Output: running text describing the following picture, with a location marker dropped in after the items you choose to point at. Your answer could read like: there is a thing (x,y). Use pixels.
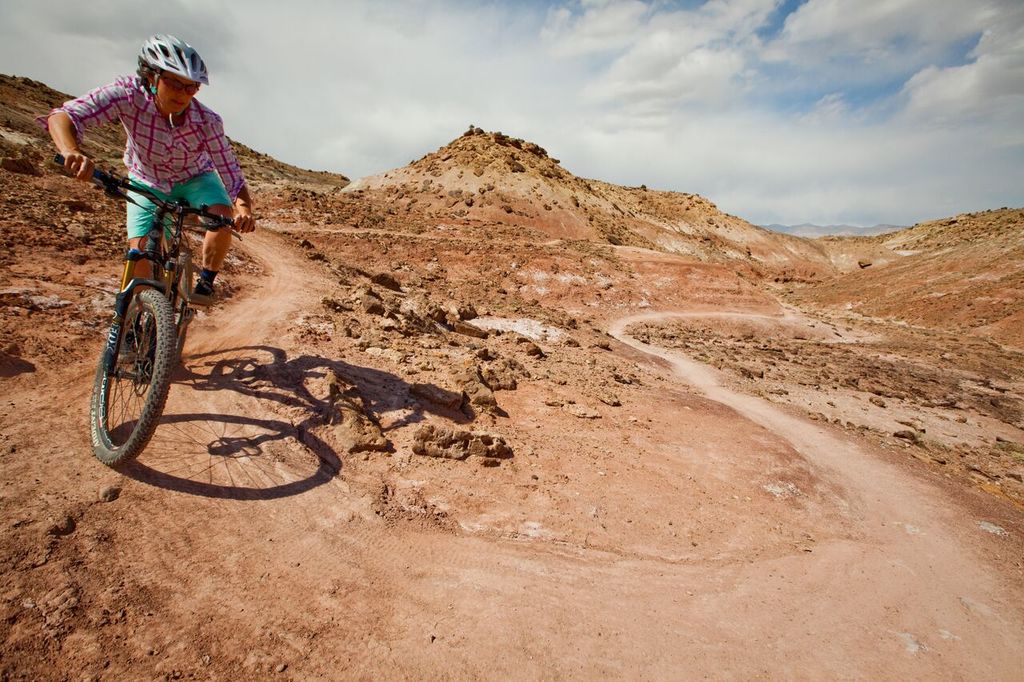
In this image, we can see a person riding a bicycle (100,433). We can see the ground (557,451) and some hills (1008,276). We can see some mud rocks (475,162). We can see the shadow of a person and the bicycle (111,374) on the ground (662,606). We can also see the sky (793,204) with clouds (749,163).
